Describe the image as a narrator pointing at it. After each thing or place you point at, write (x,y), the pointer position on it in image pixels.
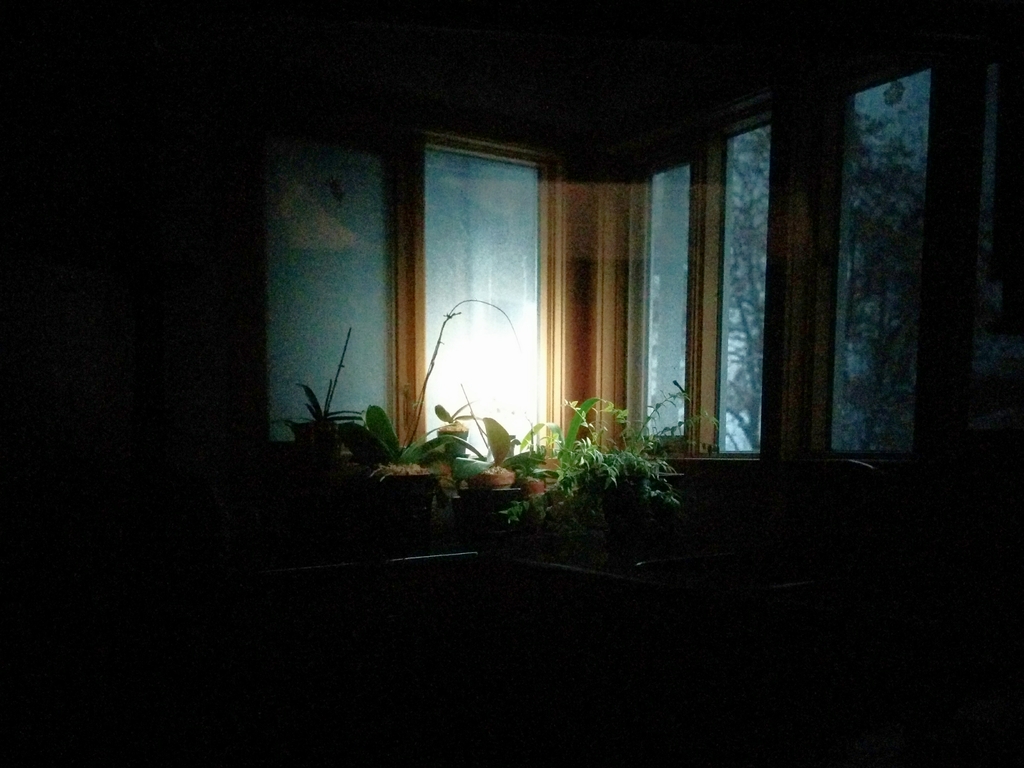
In this picture I can see the inside view of a room (439,326) and I can see the plants (538,424) near to the windows (726,146) and I see that, this picture is in dark.
